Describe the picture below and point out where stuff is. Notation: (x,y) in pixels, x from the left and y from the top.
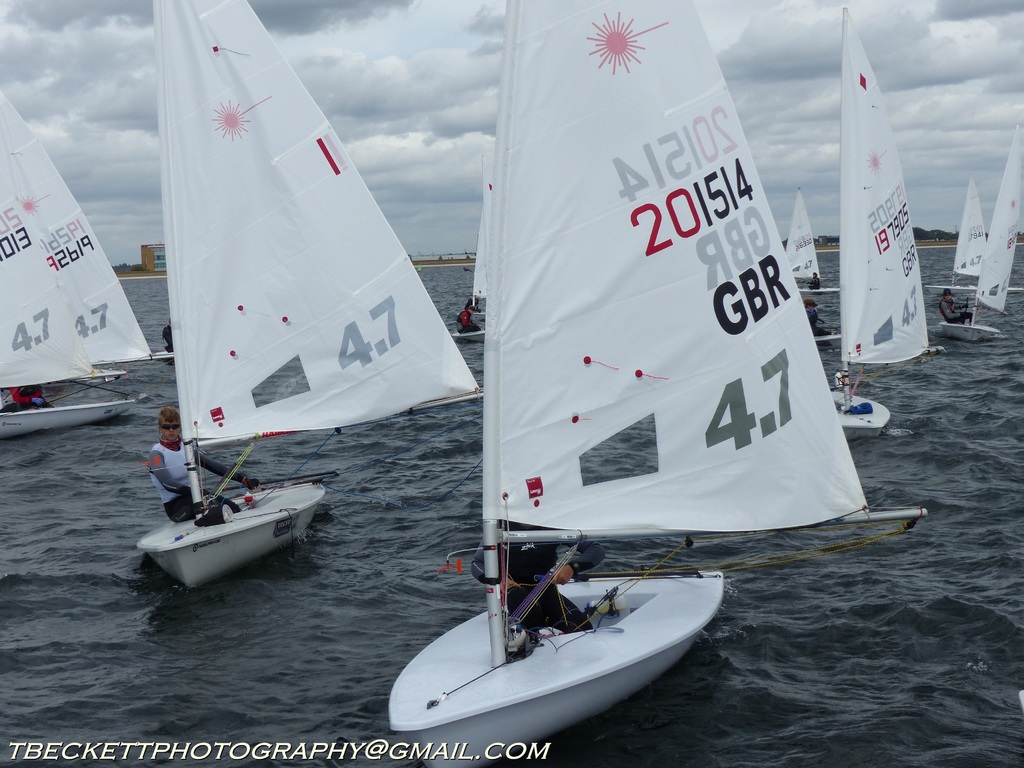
In this image I can see many white color boats (657,578) on the water (796,581) and I can see the sails (500,486) on each boat (610,631). And there are numbers (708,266) written on the sails (510,351). I can also see the persons (179,481) are wearing the different color dresses (587,572) and they are on boats (523,630). In the back (447,145) I can see the clouds (349,120) and the sky (349,120).
